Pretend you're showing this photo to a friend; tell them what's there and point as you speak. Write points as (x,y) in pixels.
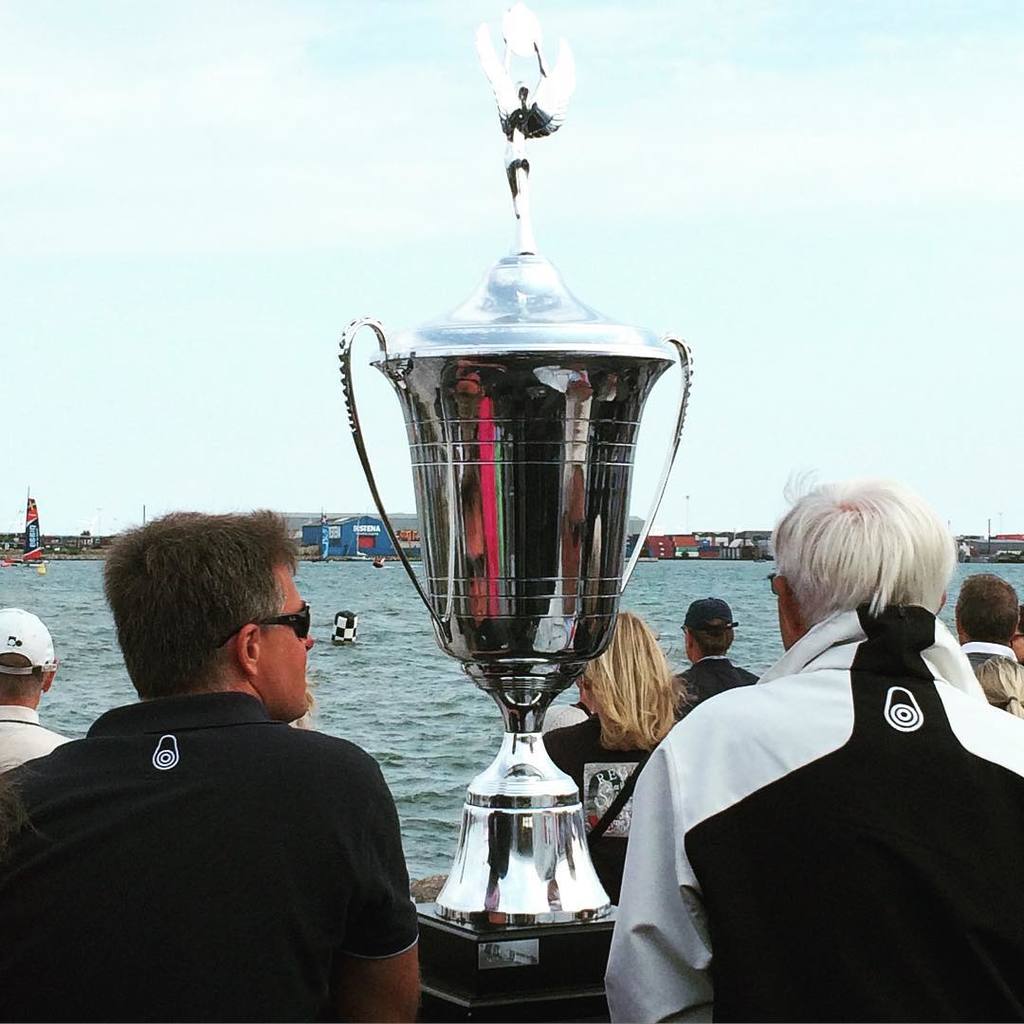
In the foreground of the picture (707,840) there are two men (838,845) and a cup (528,718) or memento (534,539), in front of them there are people (612,656). In the center of the picture (375,609) there is a water body (388,620). In the background (351,547) there are containers (700,550), land (47,545), building (312,516) and other objects (983,536). At the top (251,176) it is sky (769,269).
